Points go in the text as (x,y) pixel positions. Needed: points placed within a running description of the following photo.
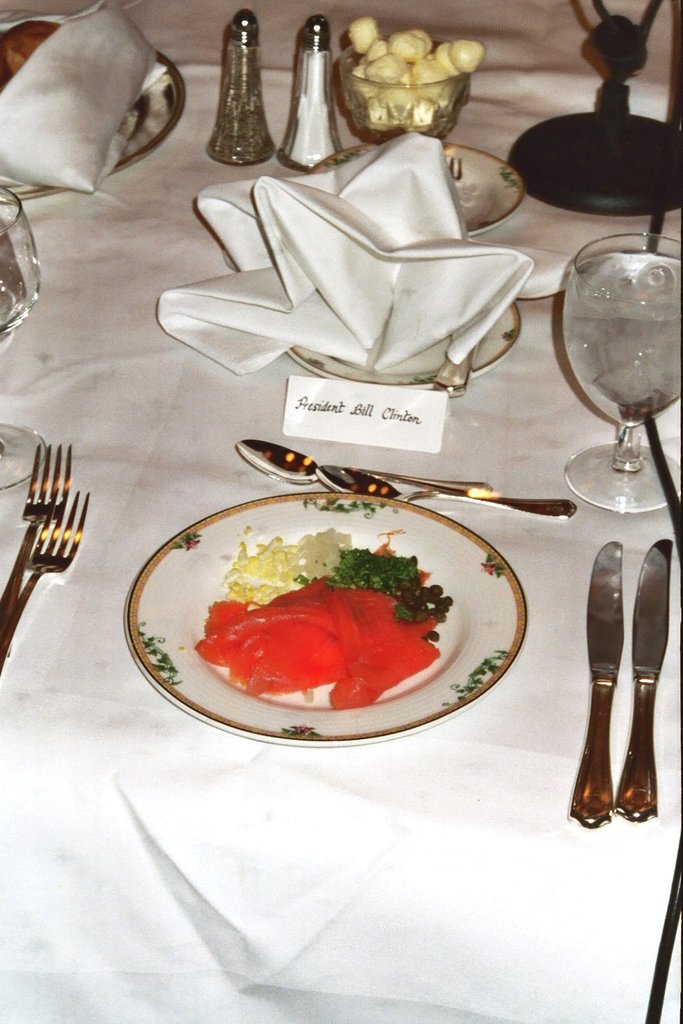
This is an image, there is table (259,393). On the table (218,419) there is a cloth (204,426) and the left side (4,320) there are two forks (66,492) on the table (74,487) and there is a glass (34,442) beside the fork (53,494). On the top most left side there is a plate (21,188) on the table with food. On the right side (596,292) another glass (600,294) contain water (631,301), and the right side (620,591) there are two knives (602,591) on the table (628,594). In the middle (416,549) there a plate (464,565) with food (391,539) and beside that plate (389,521) there are two spoons (381,478) on the table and beside that there is a paper (386,420) with some text (389,407) and beside that there is a plate (396,381) having some decorative item (395,333). On the top most (392,108) middle there is a bowl (388,117) with food (398,77).
